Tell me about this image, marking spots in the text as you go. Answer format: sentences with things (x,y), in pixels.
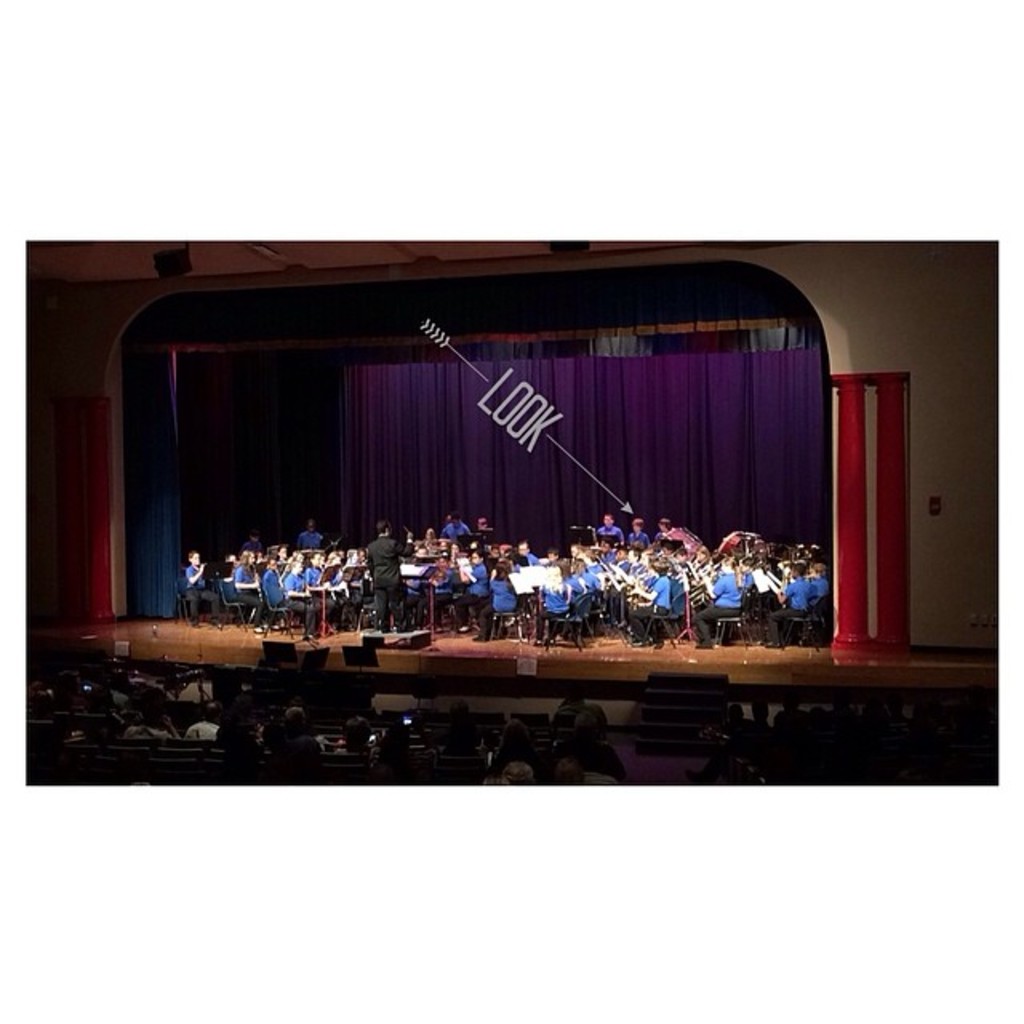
In this image, we can see a group of people (348,607) are on the stage (673,668). Few people (547,599) are sitting on the chairs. At the bottom of the image (594,728), we can see people (156,713) are sitting on the seats (192,741). In the background (793,443), we can see curtains (479,467). On the right side (891,371) and left side of the image (35,447), there are walls (939,570) and pillars (868,641). On the stage (686,577), we can see a few objects (531,627).
